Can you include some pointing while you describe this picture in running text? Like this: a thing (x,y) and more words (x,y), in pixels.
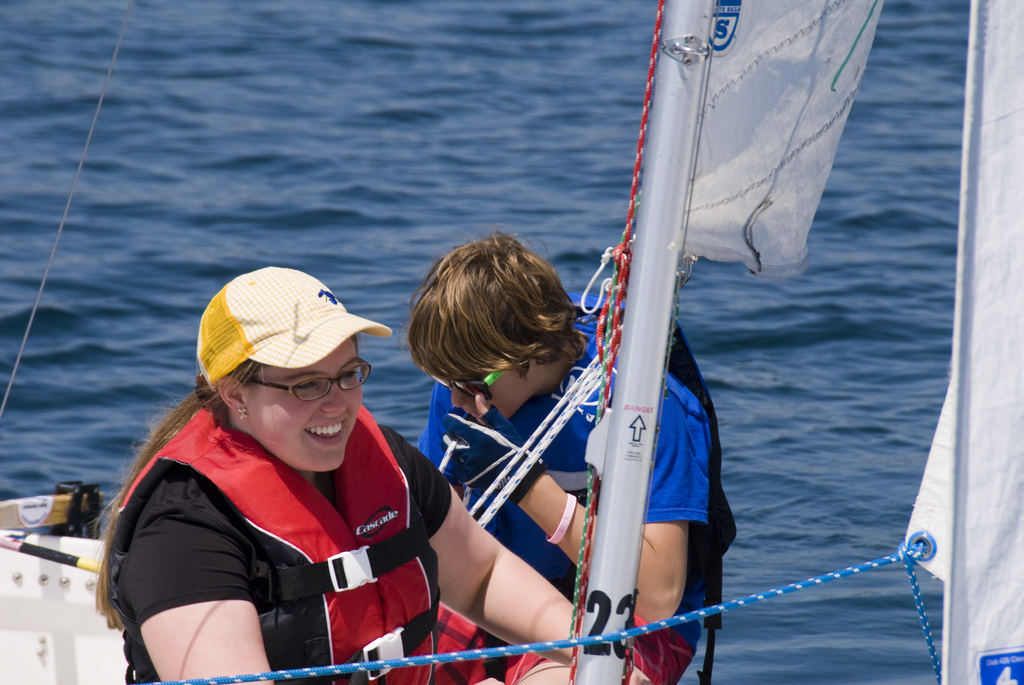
On the left side (223,532), there is a woman (358,541) in a red color jacket (226,478), smiling and in a white color boat (52,585), which is having a pole (612,465). Beside her, there is another person (574,375) in a blue color t-shirt (590,382) sitting. In the background (520,57), there is water (624,205). And the background (504,45) is blue in color.
